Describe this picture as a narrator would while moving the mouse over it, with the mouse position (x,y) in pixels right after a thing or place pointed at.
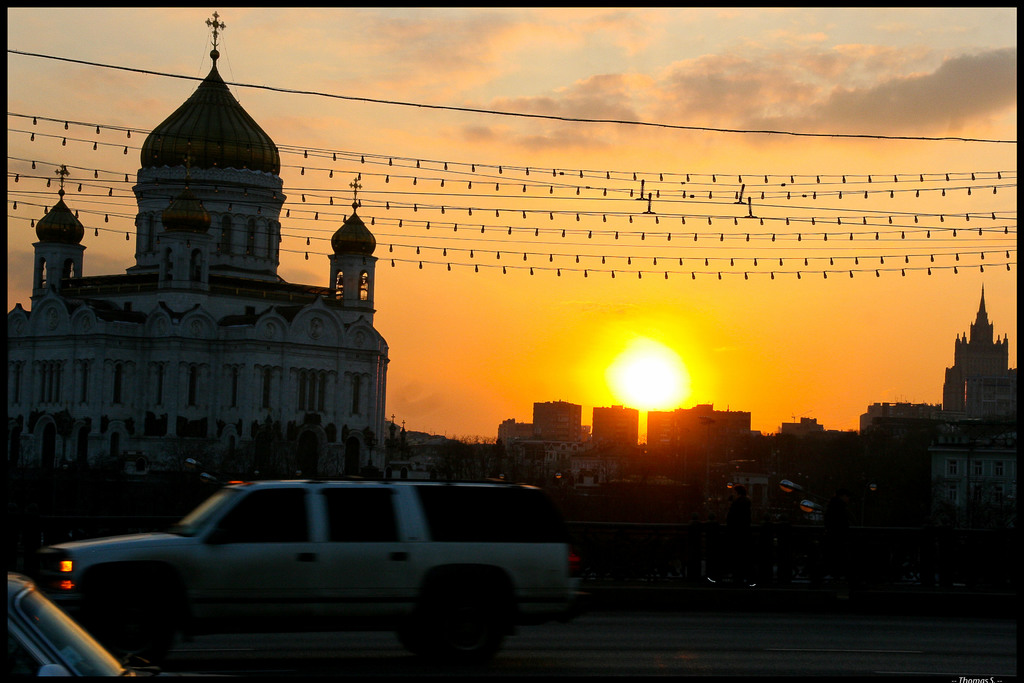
In this image we can see a group of buildings (381,458), a fence (598,574) and some vehicles (326,601) on the road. We can also see the sun (661,405), some wires (710,270) with lights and the sky (686,231) which looks cloudy.
